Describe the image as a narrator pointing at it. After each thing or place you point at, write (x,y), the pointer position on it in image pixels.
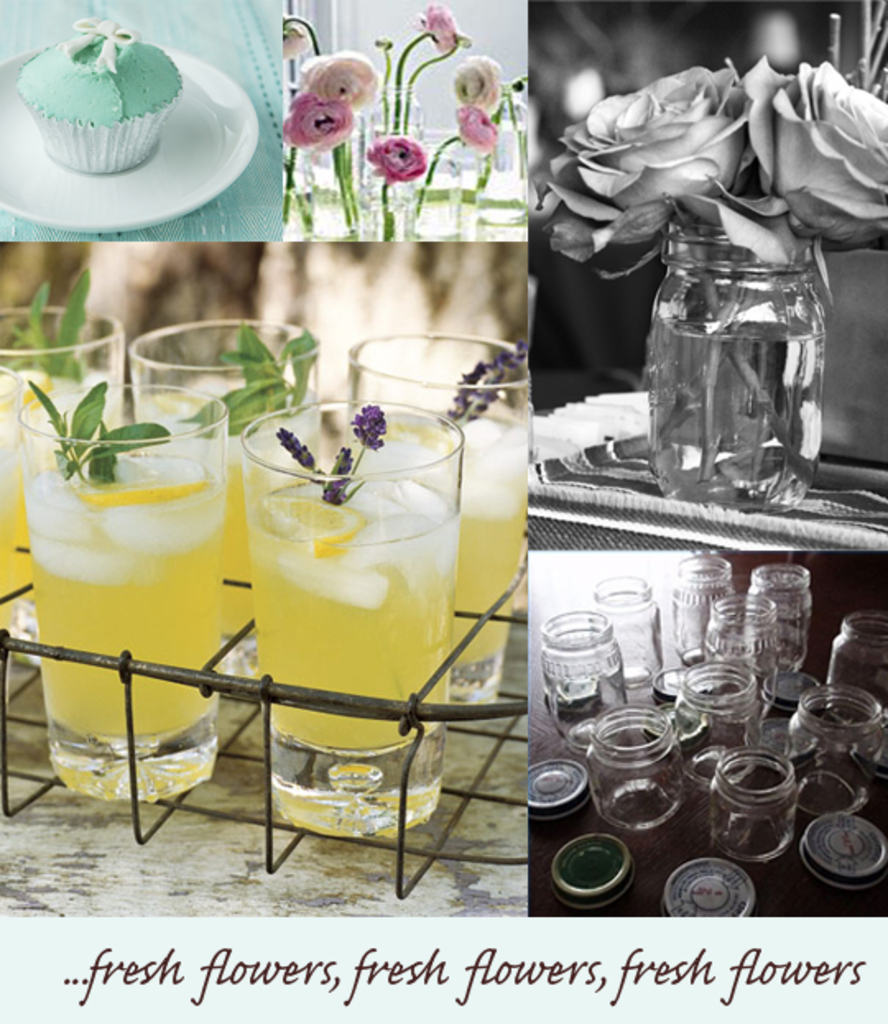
This is a collage picture. Here we can see cupcake (129,74), different flowers (486,131), flower vase (721,299), containers (742,711) and juice (405,670) of drinking glasses (336,671).
